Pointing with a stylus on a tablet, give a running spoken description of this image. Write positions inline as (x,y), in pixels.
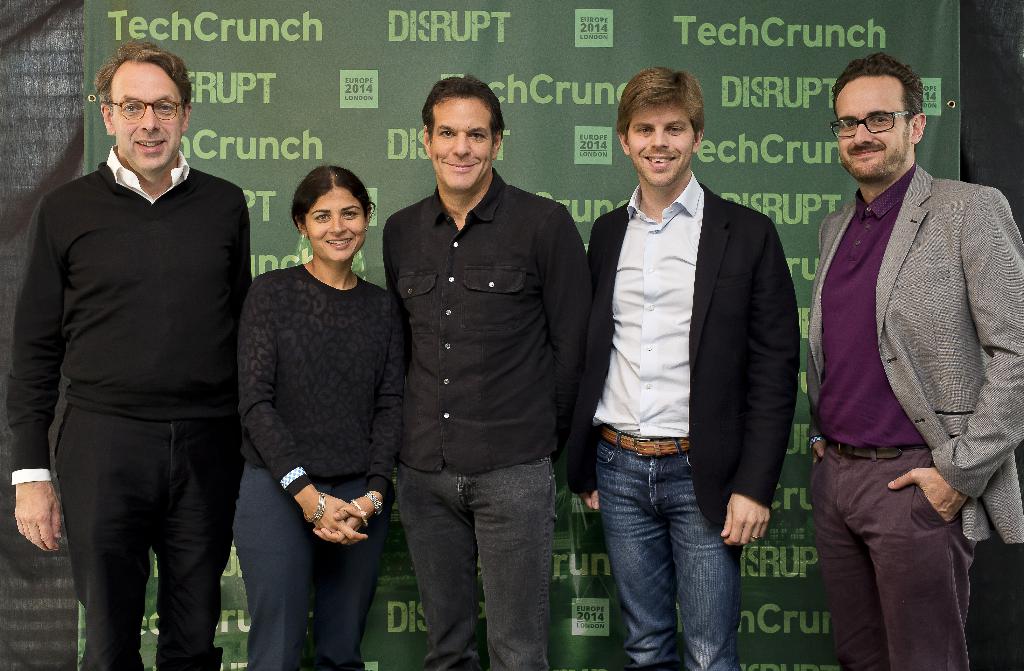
in the foreground of the picture (634,368) we can see group of people (375,365) standing. In the background (393,60) we can see a banner (414,61) and curtain (967,39).
